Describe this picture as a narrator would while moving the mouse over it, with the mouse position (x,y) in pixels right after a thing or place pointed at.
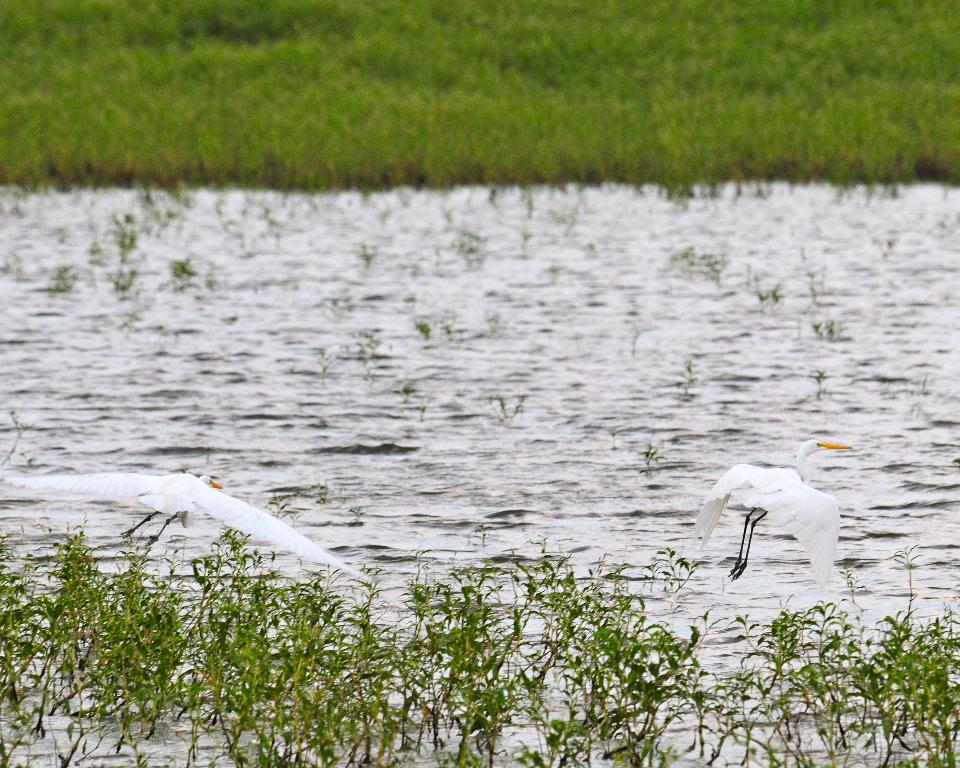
In the image in the center (462,366), we can see water (670,387), plants (378,660) and two birds (799,507) are flying. In the background (457,110) we can see the grass (474,86).
